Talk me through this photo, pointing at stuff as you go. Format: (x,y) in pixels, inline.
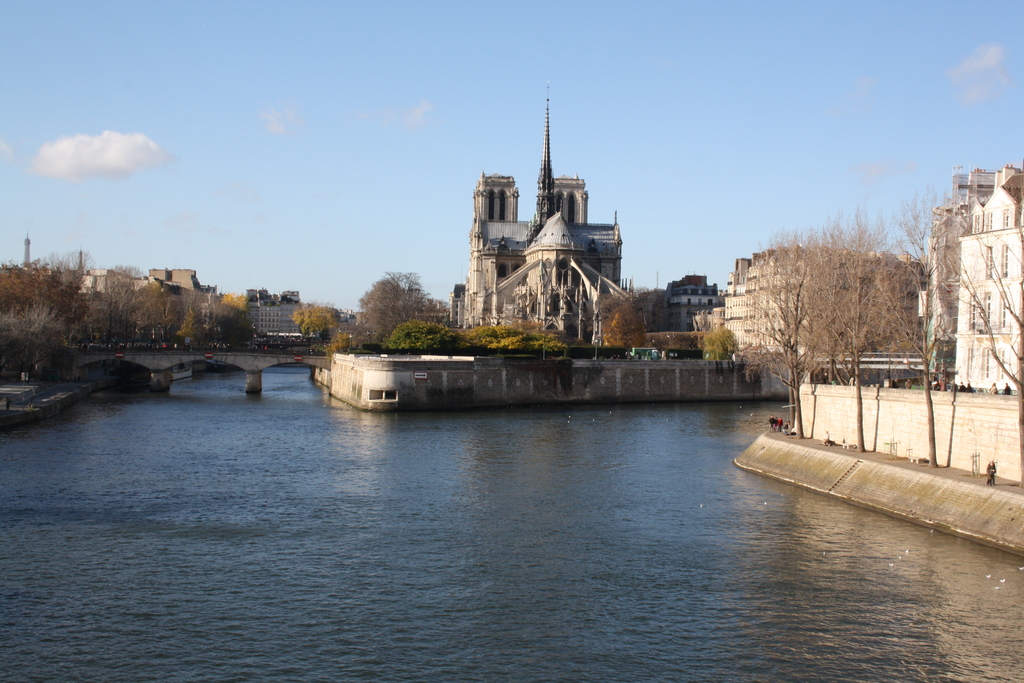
At the bottom (590,600) we can see water (658,599). In the background (169,355) there are buildings (560,187), few persons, trees (67,314), bridge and clouds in the sky (848,69).
